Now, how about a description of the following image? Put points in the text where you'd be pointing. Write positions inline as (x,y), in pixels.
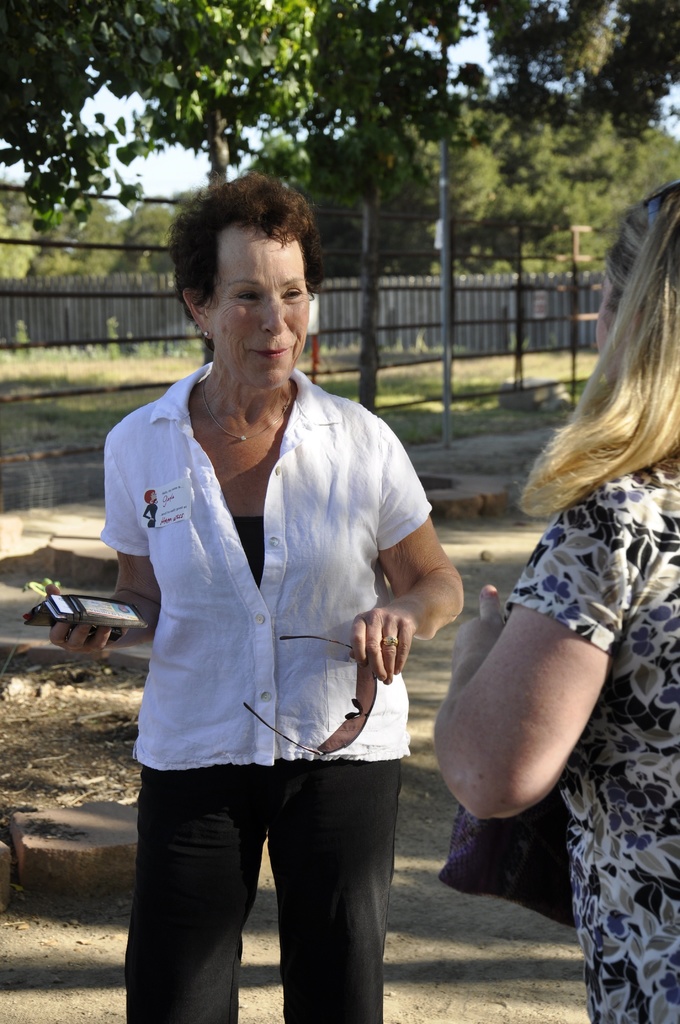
In this image we can see two persons (346,546), among them one is holding spectacles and some other objects (129,618), there are some poles (521,315), trees (330,226), plants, fence (75,321) and the wall (46,319), in the background (155,171) we can see the sky (155,180).
